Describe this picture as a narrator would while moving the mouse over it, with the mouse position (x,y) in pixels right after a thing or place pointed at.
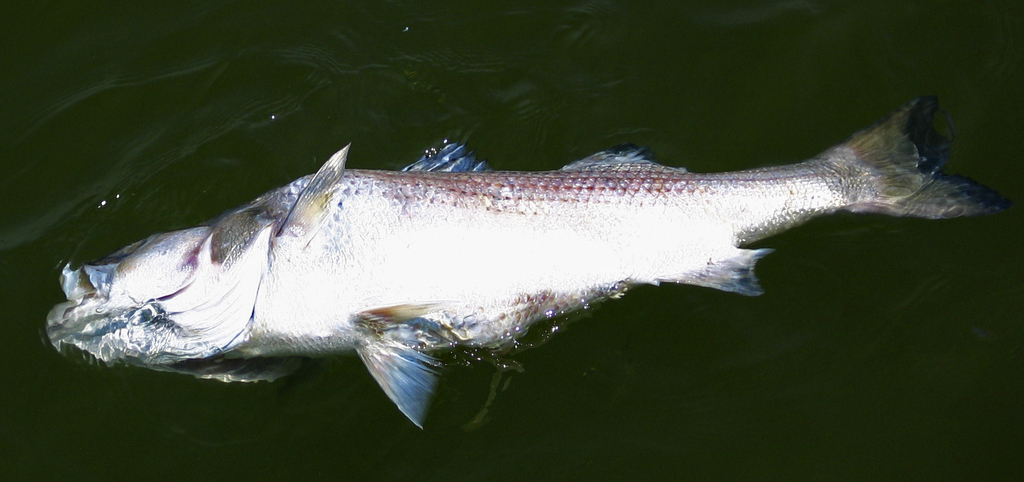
In this image we can see the fish (402,217) and the background (365,59) is not clear.
